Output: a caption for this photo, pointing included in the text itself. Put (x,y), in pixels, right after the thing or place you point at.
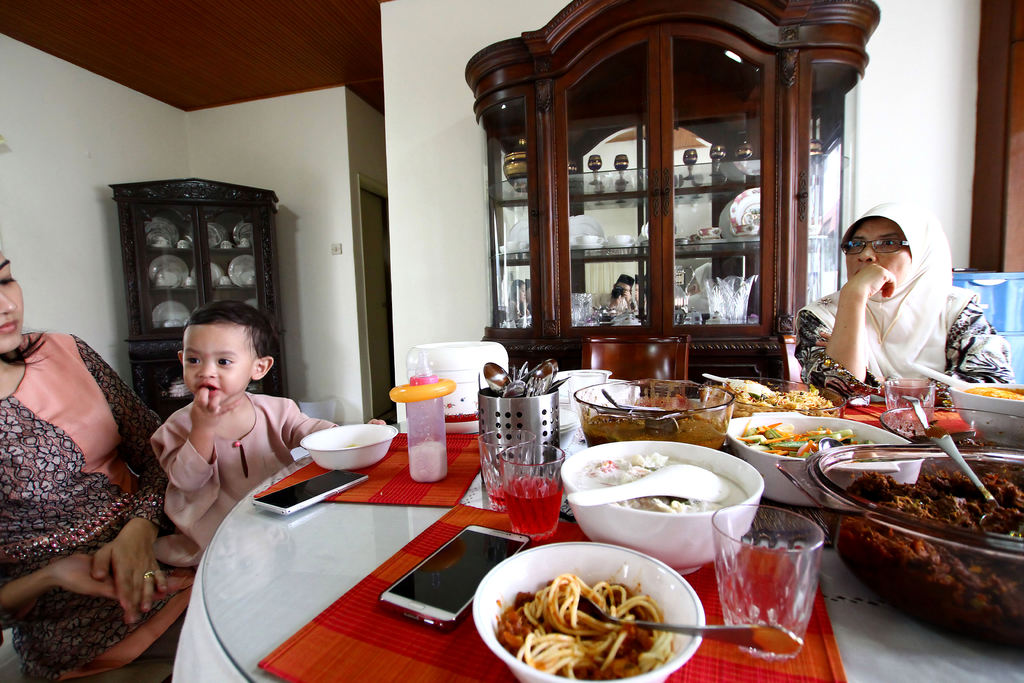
The image is taken in the room (691,330). At the bottom of the image (129,625) there is a table (618,534) and there are ladies (76,490) sitting around the table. In the background (626,287) there is a cup board (604,263), wall (428,277). We can see glasses (733,601), bowls (548,559), holders (556,451), mobiles (506,540) and food (947,490) placed on the table (866,636).
